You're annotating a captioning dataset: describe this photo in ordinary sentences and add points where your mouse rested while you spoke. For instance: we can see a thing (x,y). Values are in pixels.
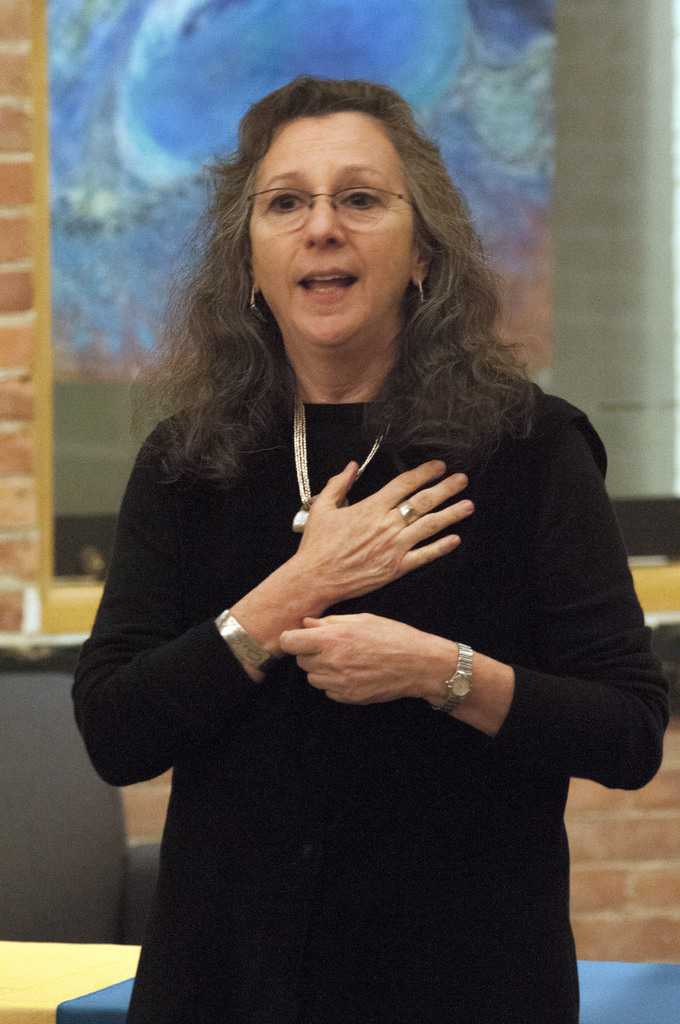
In this image I can see the person (296,708) standing and the person (389,851) is wearing black color dress (389,851) and I can see the blue and brown color background (22,514).
